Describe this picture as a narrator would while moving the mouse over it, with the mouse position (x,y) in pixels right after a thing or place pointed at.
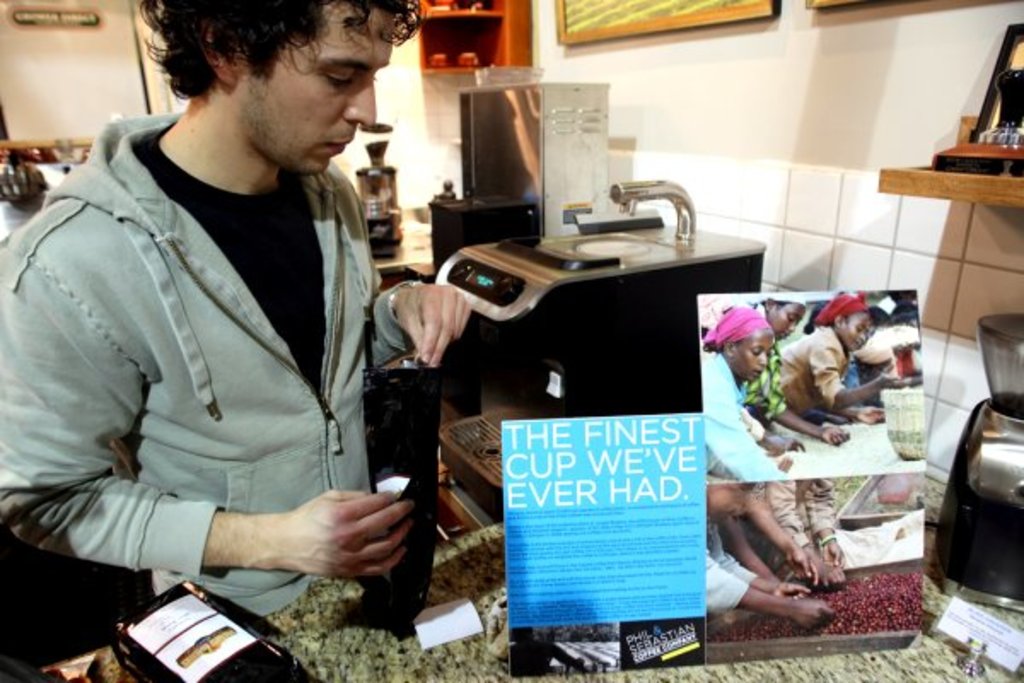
In this image, we can see a person (288,406) holding an object (408,474). At the bottom (861,663), we can see a kitchen platform (840,666). On top of that, we can see few objects (973,663), boards (840,634) and machine (1001,465). Background we can see machines (586,327), tile wall (691,176), wooden objects (985,195), frame (658,10) and few things (1021,88).
